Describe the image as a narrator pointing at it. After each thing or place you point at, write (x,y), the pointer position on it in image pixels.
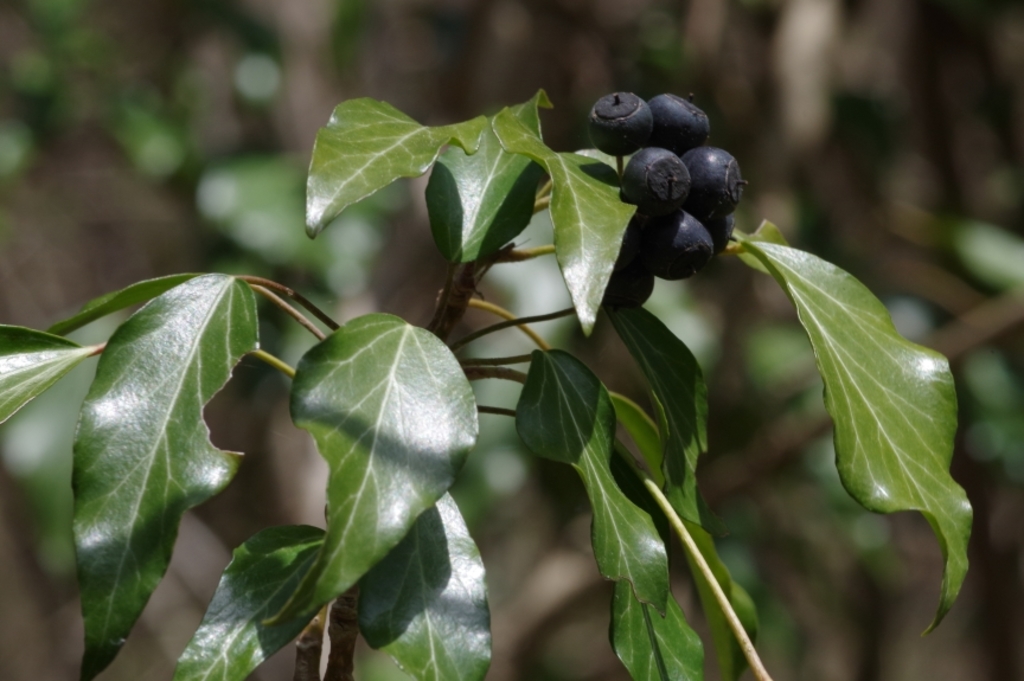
In this image we can see berries (628,226), leaves (622,328), and stems (314,638). There is a blur background (493,12).
